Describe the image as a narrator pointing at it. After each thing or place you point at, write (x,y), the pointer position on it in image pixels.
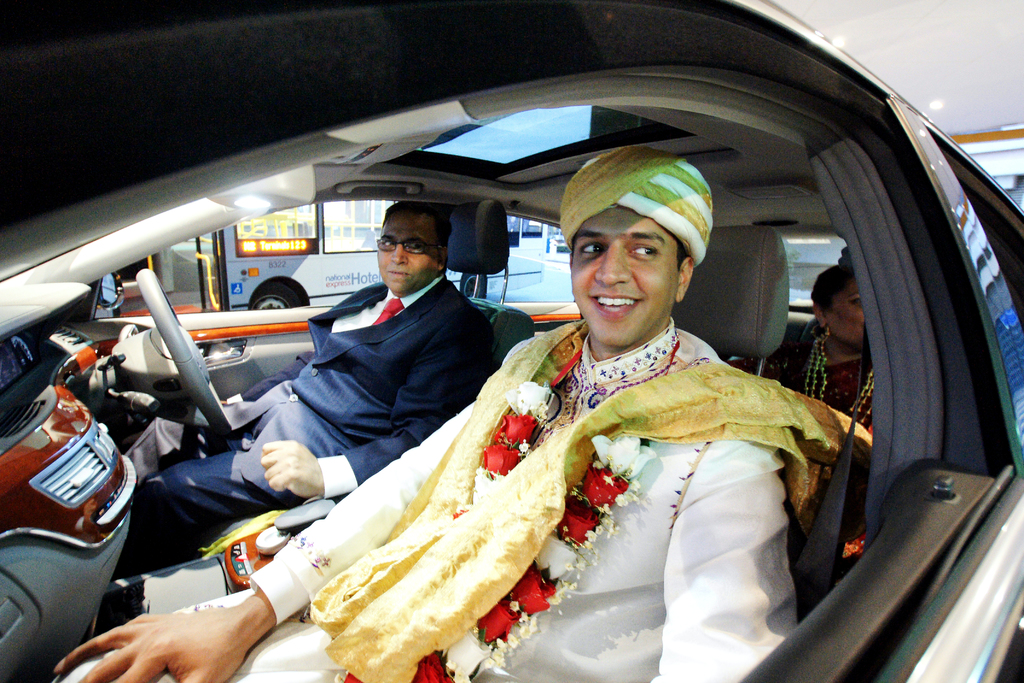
In the image we can see three persons (603,237) were sitting in the car (36,320) and one of them was smiling. The front person (611,387) he is wearing hat (684,183). In the background (324,226) there is a bus (195,244) and road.
